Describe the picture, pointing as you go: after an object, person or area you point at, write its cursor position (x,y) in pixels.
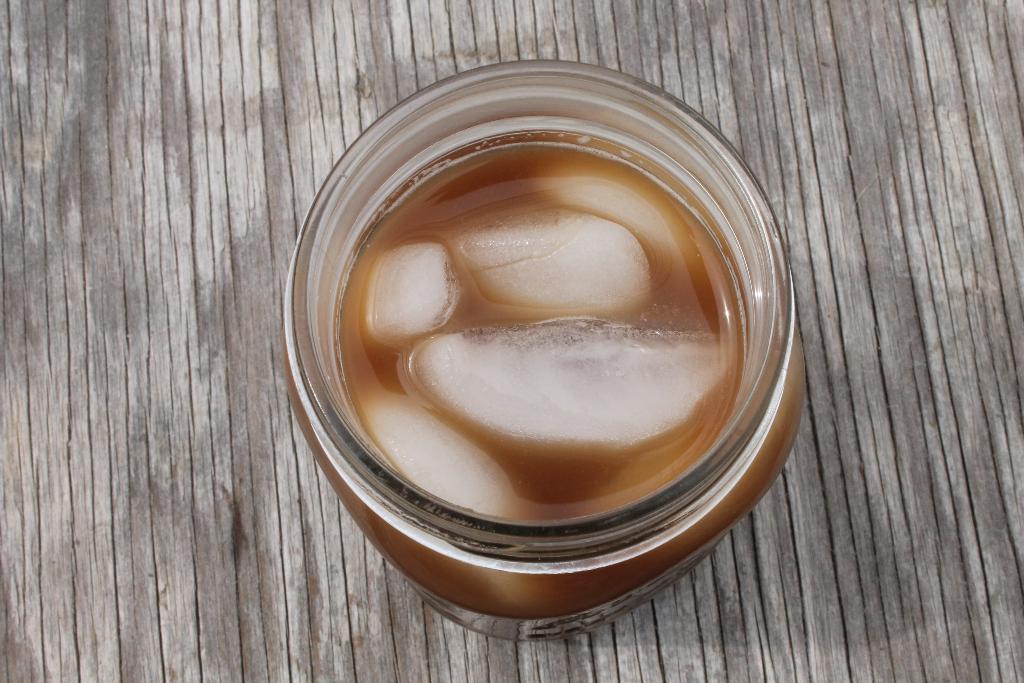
There is a food item (513,299) kept in a bottle (330,418) which is kept on a wooden surface (204,268).
